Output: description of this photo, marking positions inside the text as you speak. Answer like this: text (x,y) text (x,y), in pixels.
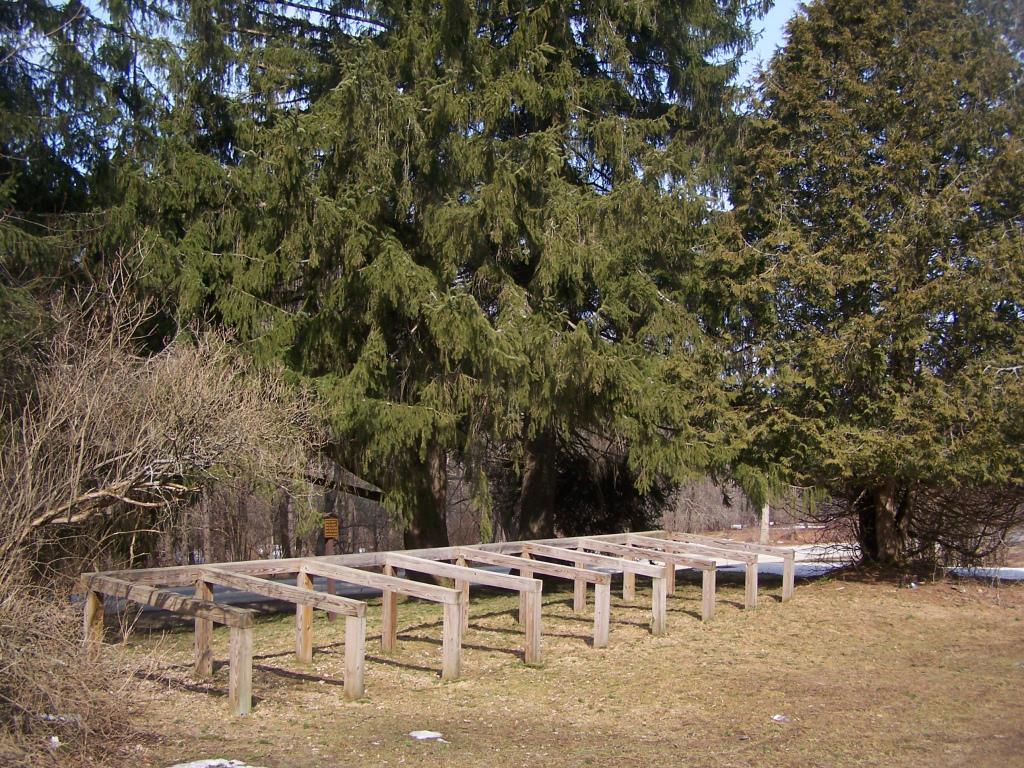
We can see wooden sticks (355,662), grass (654,716), trees (683,64) and sky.
